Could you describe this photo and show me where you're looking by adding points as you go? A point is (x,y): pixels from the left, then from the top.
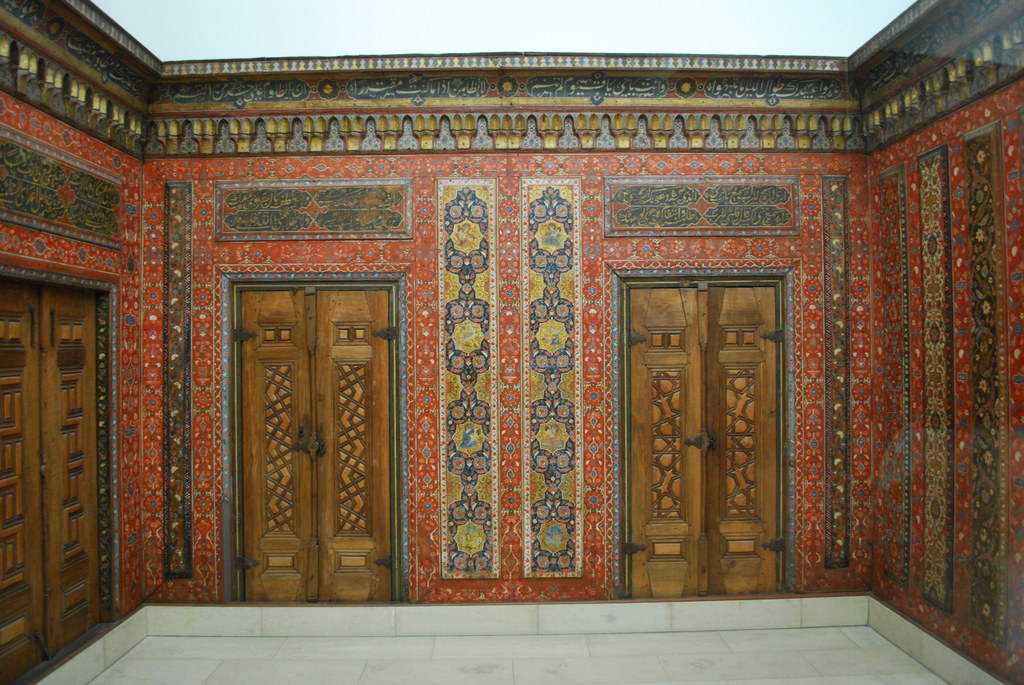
In this image, in the middle (659,443), we can see two doors (672,407) which are closed. On the left side (57,487), we can also see a door (17,397) which is closed. In the background (755,173), we can see a wall (961,199) with some painting (987,202). At the top (288,32), we can see white color. At the bottom (232,669), we can see a floor (365,665).
